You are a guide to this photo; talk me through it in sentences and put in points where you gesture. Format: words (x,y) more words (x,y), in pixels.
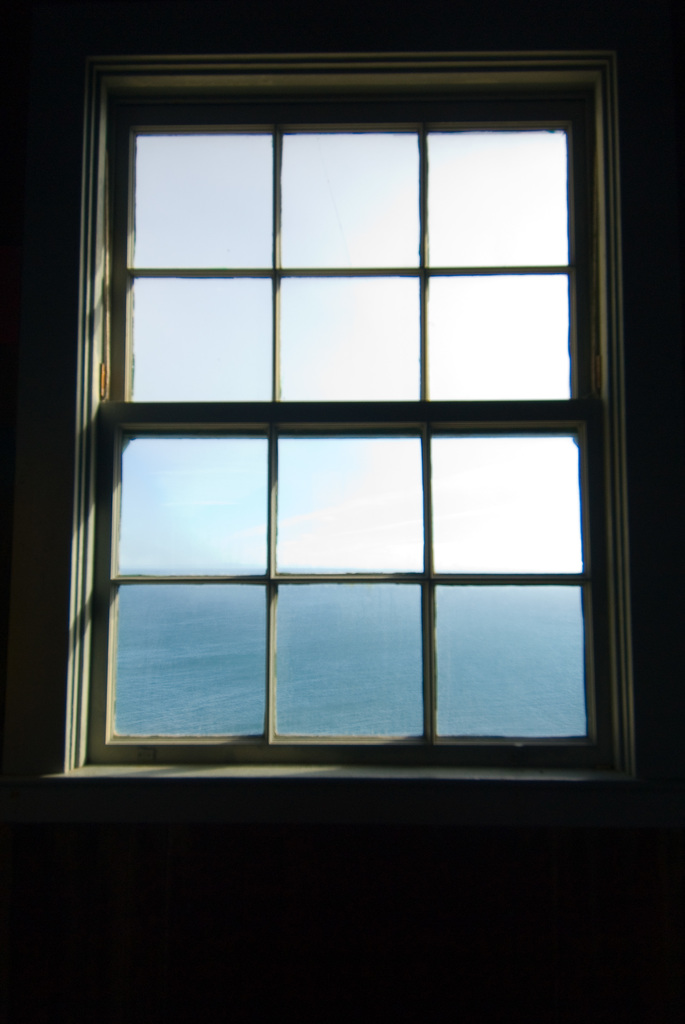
In this image we can see a window (363,382) and through the window (440,631) we can see the sky (255,251) and water (455,586).
